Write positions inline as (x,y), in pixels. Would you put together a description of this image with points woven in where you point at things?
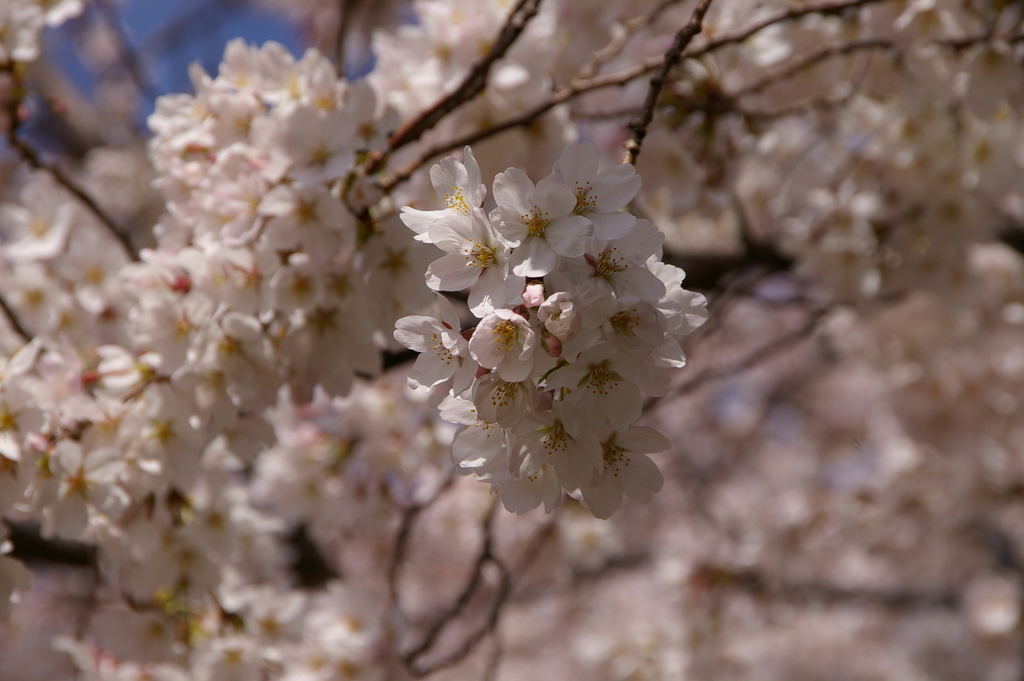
On the left side (133,492), there are branches (704,7) of a tree (15,101) having white color flowers (362,282). And the background (668,522) is blurred.
